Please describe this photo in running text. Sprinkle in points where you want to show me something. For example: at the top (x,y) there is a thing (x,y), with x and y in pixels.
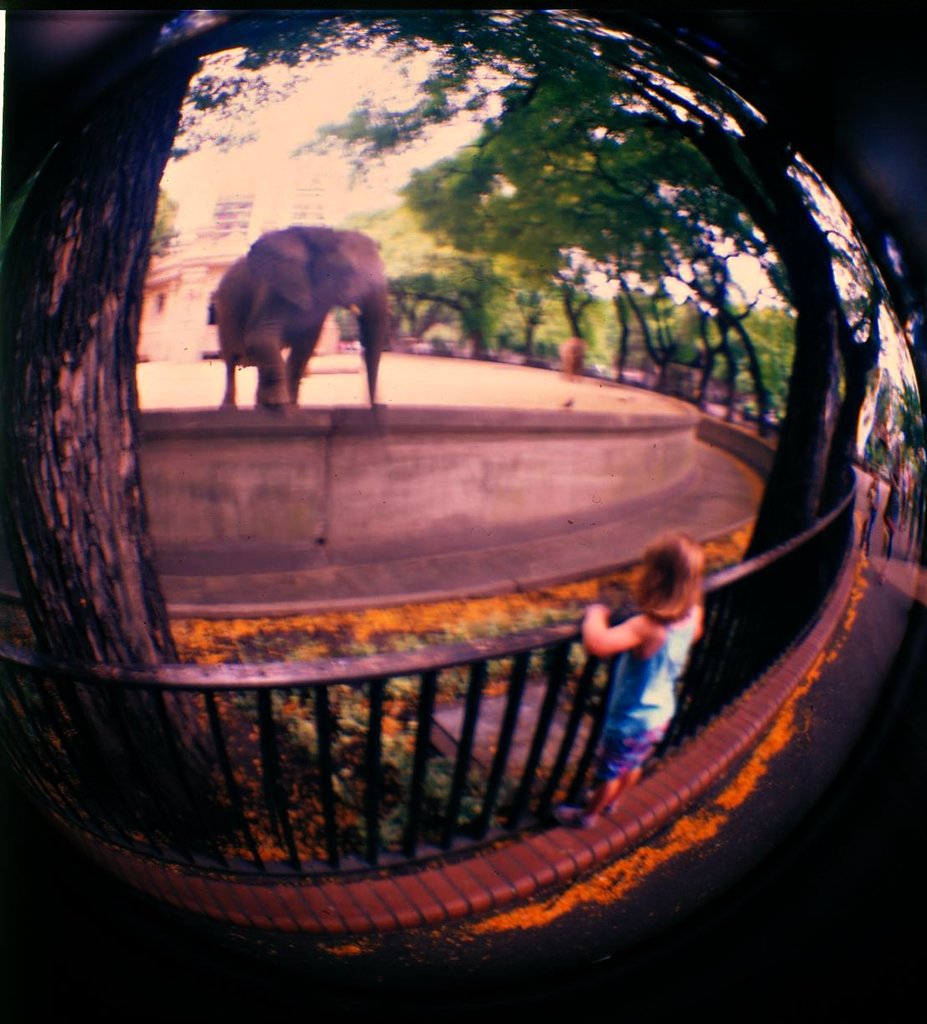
In this image I can see an object (236,492) in which I can see the reflection (430,800) of railing (372,789), an animal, many trees (707,250) and few people (666,695). In the background (227,226) I can see the buildings (241,196) and the sky (343,100). I can see the black background (805,22).
